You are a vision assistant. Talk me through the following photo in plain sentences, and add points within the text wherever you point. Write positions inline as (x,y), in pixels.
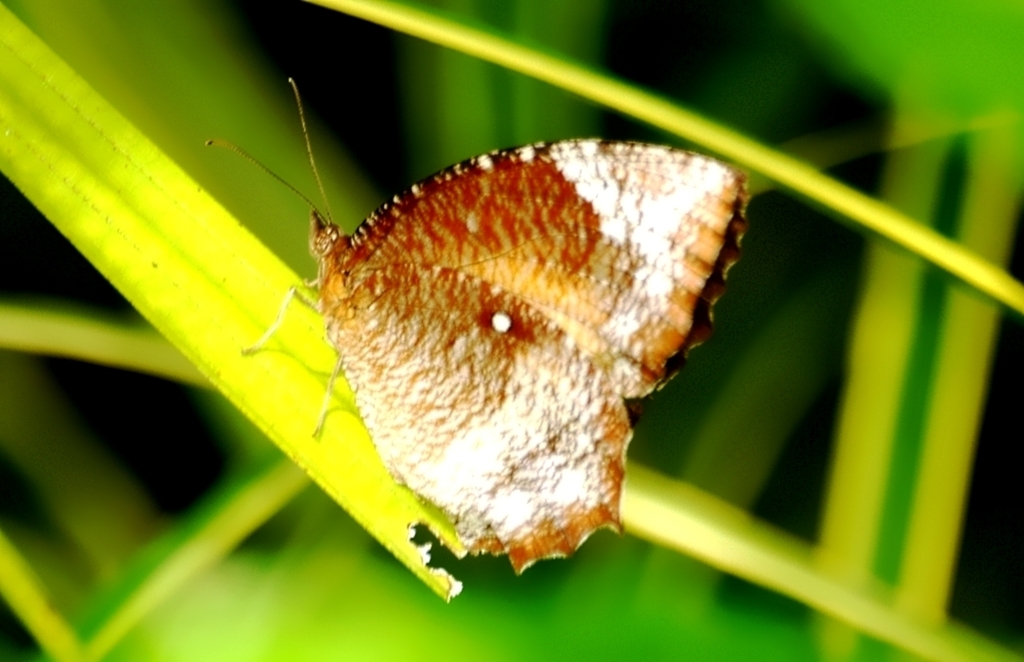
In this image I can see a butterfly (464,304) on a leaf (160,202). In the background (775,460) some more leaves (216,499) are visible.
